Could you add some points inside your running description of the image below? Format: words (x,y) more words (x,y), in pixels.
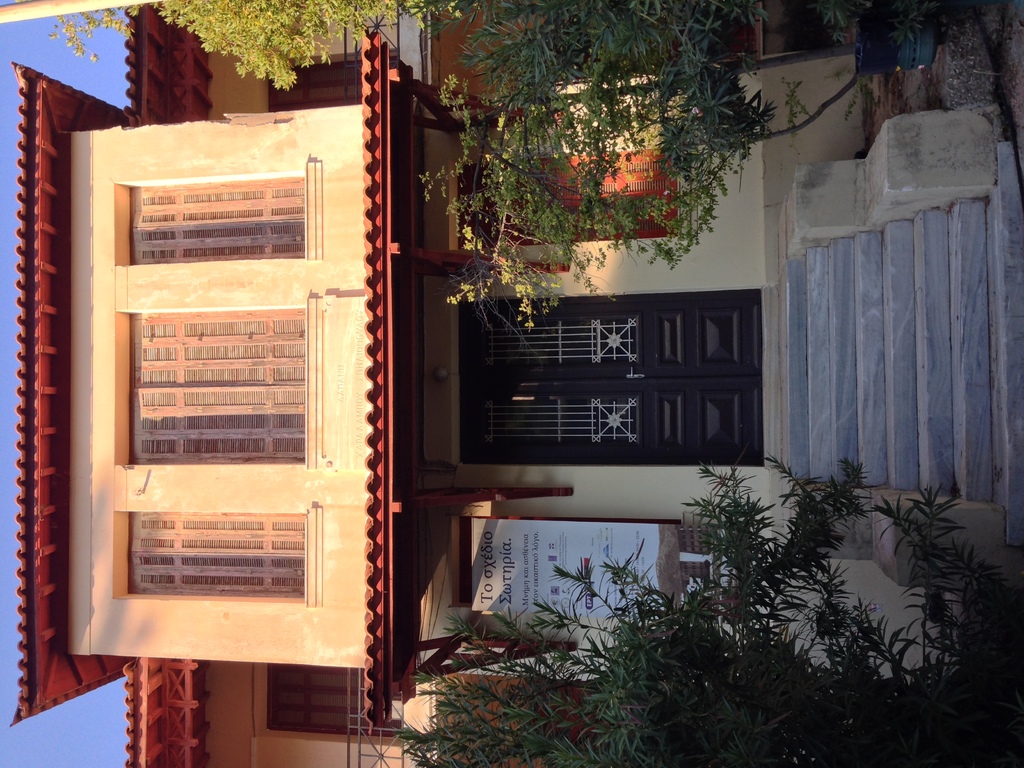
In the middle (467,478) it is a house (793,349), at the bottom (668,666) there are trees (695,714).
